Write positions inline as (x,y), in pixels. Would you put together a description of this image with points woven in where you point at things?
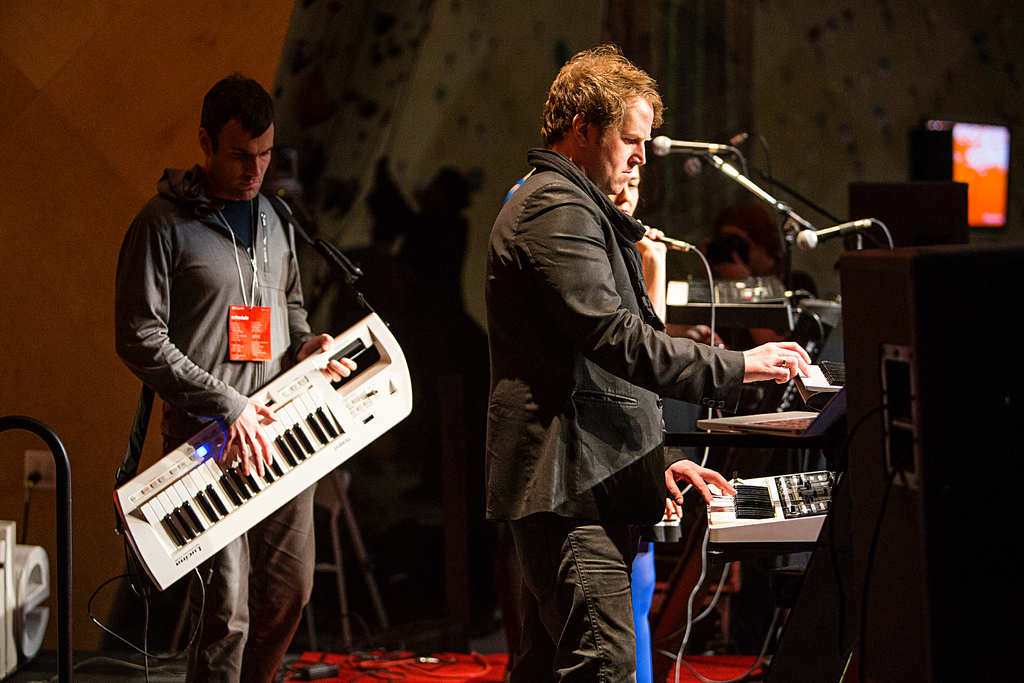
On the left side (206,236), there is a person (250,184) in gray color hoodie (221,275) holding a keyboard (387,362) and playing and standing on a stage (298,679). On the right side (909,557), there is a speaker (870,290), there are mics (718,152) attached to the stands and there are persons (584,283) standing, one of them is playing keyboards (805,479) and other one is holding a mic (667,246). In the background (462,658), there are cables (405,659) on the red color carpet (426,669), a curtain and an yellow color wall (118,48).
